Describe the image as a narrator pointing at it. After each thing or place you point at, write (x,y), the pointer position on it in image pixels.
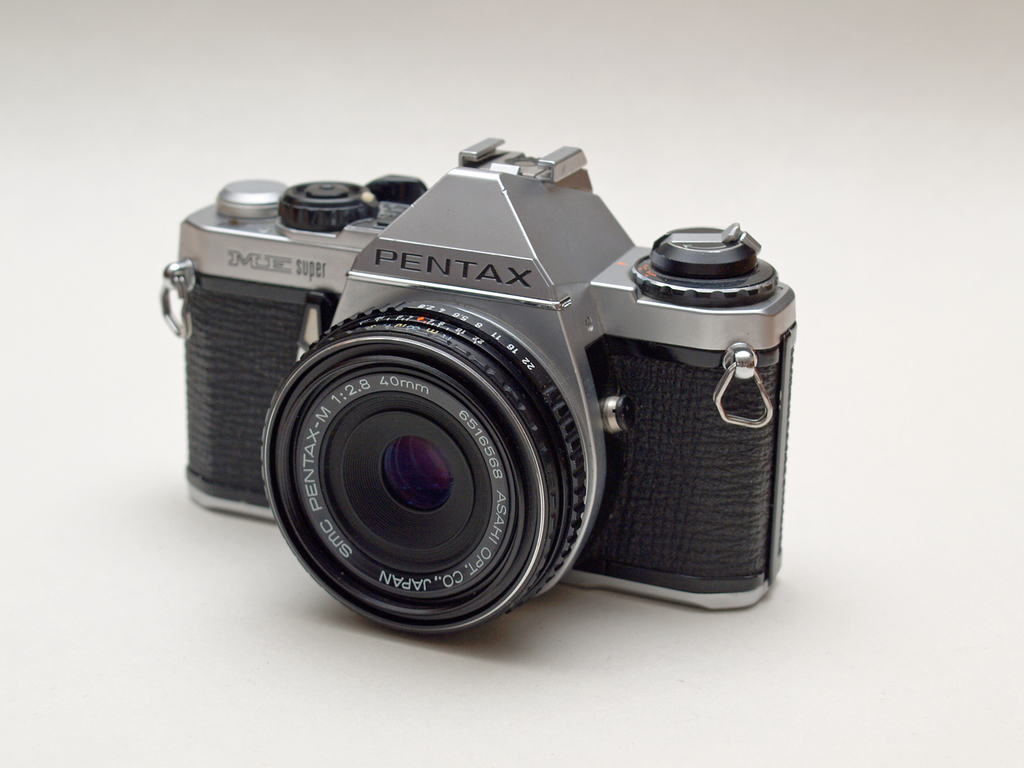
In the picture we can see a camera (774,525) which is black in color and black color lens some part and gray in some part and name (382,248) on it Pentax and we can also see an adjuster (678,274) and a button (261,213) and the camera (274,190) is placed on the white surface (556,597).
